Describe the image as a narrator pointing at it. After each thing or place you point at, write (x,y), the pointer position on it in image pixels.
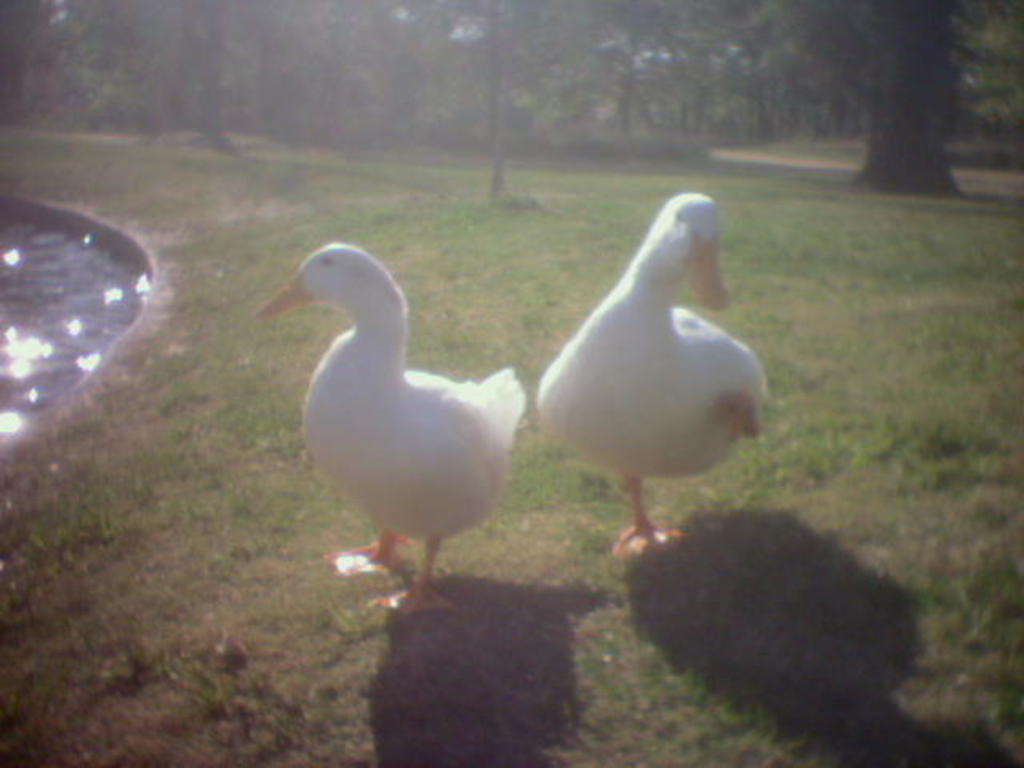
In the center of the image (353,427) we can see the ducks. On the left side of the image (17,282) we can see a pool (72,308) which contains water (72,283). In the background of the image (542,273) we can see the trees (957,18), pole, grass (550,294). At the bottom of the image (499,653) we can see the ground (958,641).
